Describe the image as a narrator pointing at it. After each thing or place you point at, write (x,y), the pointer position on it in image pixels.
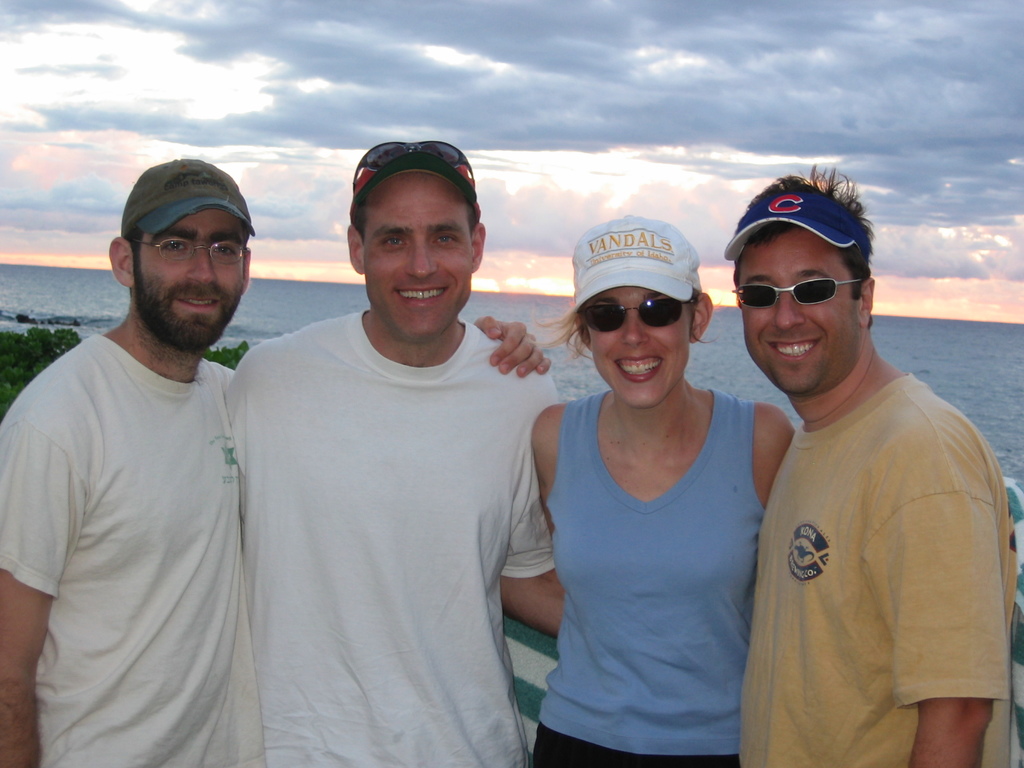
This is the picture of a sea (25,279). In this image there are group of people (648,539) standing and smiling. At the back (5,354) there are trees (5,378). At the top (177,106) there is sky (294,120) and there are clouds (506,149). At the bottom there is water (544,303).
